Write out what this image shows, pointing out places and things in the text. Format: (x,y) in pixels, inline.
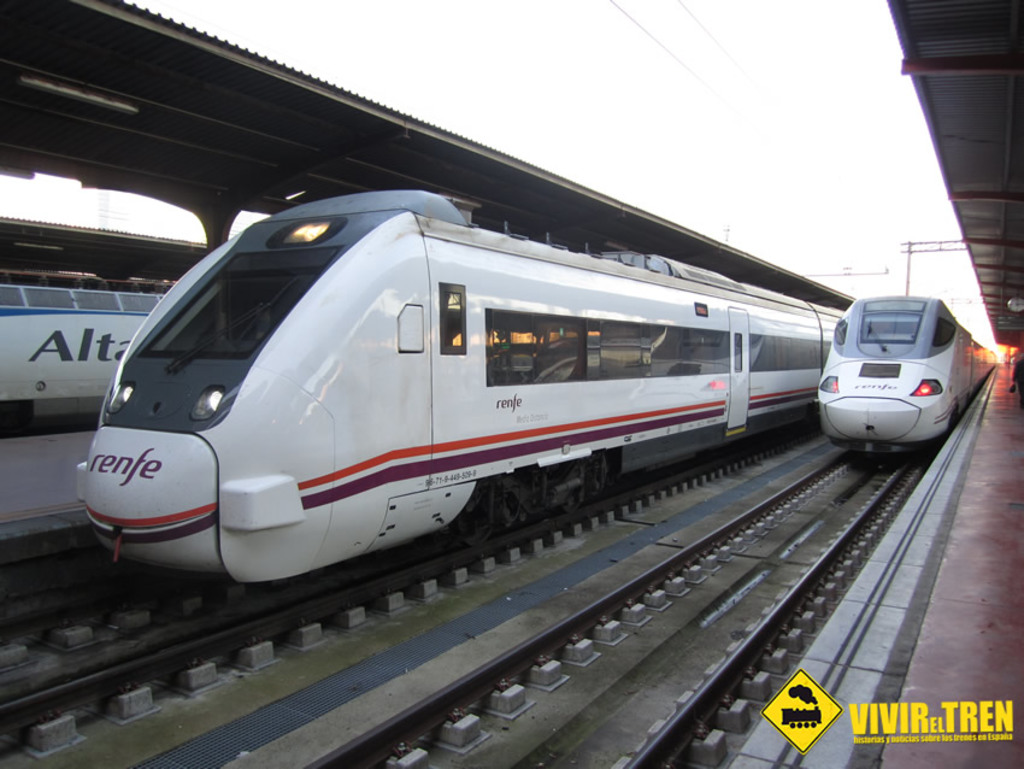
This image consists of trains (392,333) in white color. At the bottom (275,610), we can see the tracks (676,768). On the right (970,651), there is a platform (956,544). At the top (670,131), we can see the sheds (960,170) and the sky (781,76).
